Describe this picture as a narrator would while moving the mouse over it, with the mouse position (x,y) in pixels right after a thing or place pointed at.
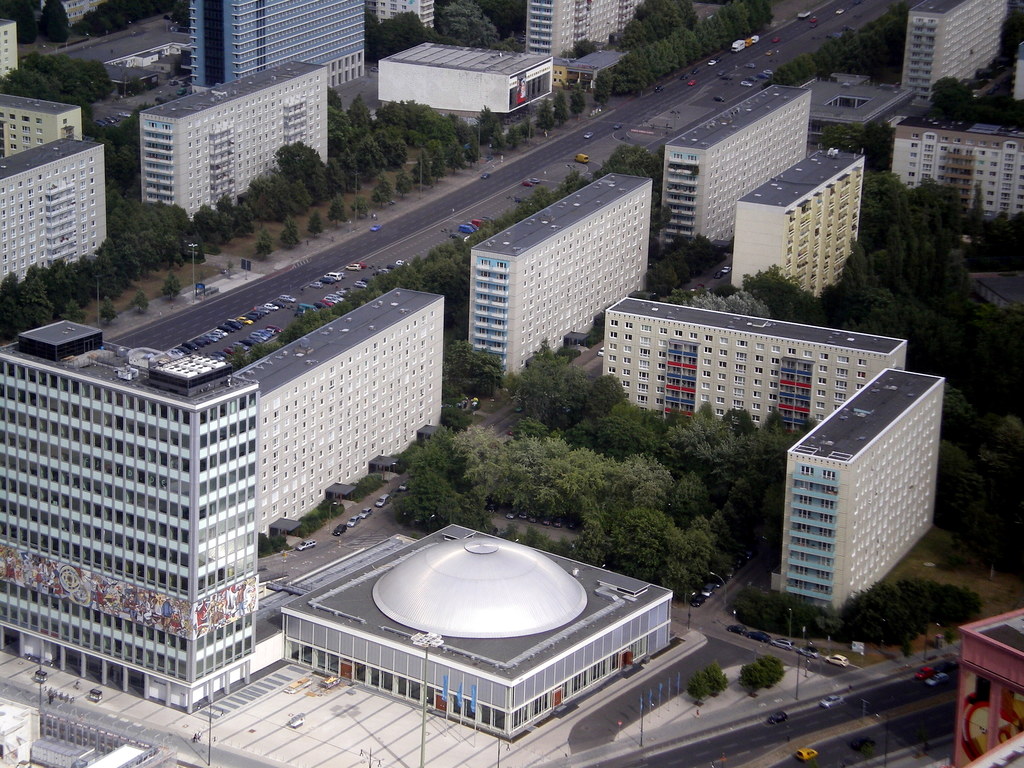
In the picture we can see an aerial view of the city (983,504) with many buildings (1001,651) and roads (209,307) with vehicles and on the either sides of the road (183,322) we can see trees (253,353), plants (307,520) and in the middle of the buildings (256,540) also we can see trees (872,621).
